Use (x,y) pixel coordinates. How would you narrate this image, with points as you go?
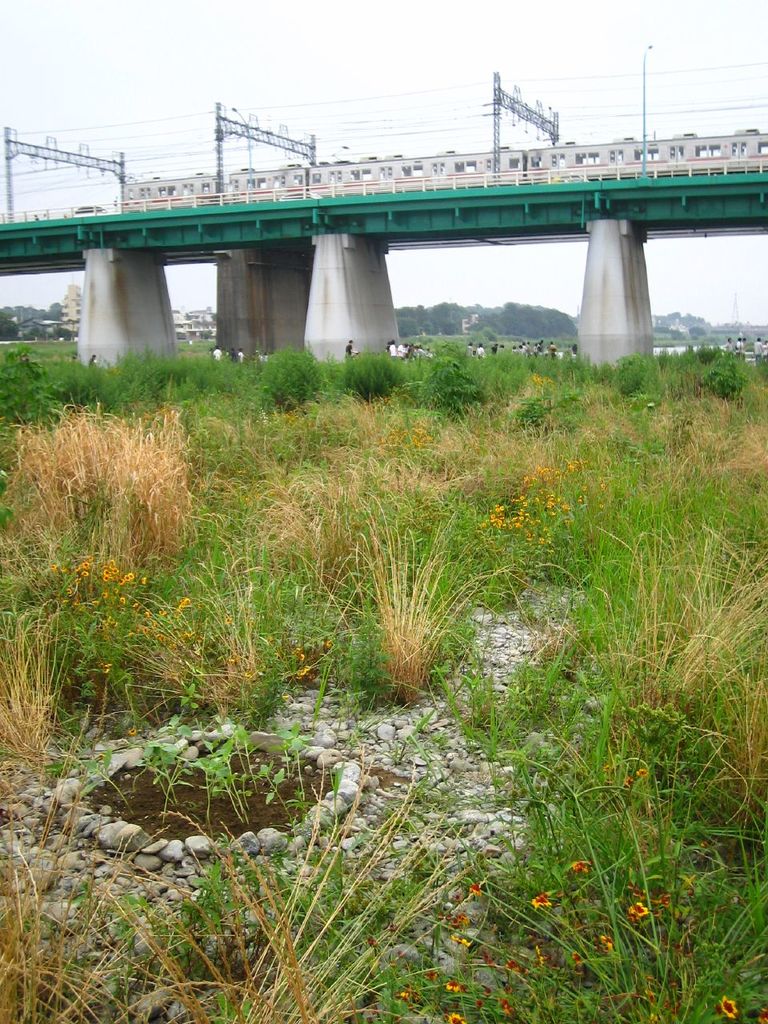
In this picture I can see there is some soil (196,816), grass (356,905), plants (196,915) and it has flowers (656,901). There are few people (539,347) gathered in the backdrop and there is a bridge (386,280) beside them, there is a train (273,182) moving in the bridge (71,230) and there are few electric poles (229,121) and there are trees (482,312) and buildings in the backdrop (459,312) and the sky (375,80) is clear.
